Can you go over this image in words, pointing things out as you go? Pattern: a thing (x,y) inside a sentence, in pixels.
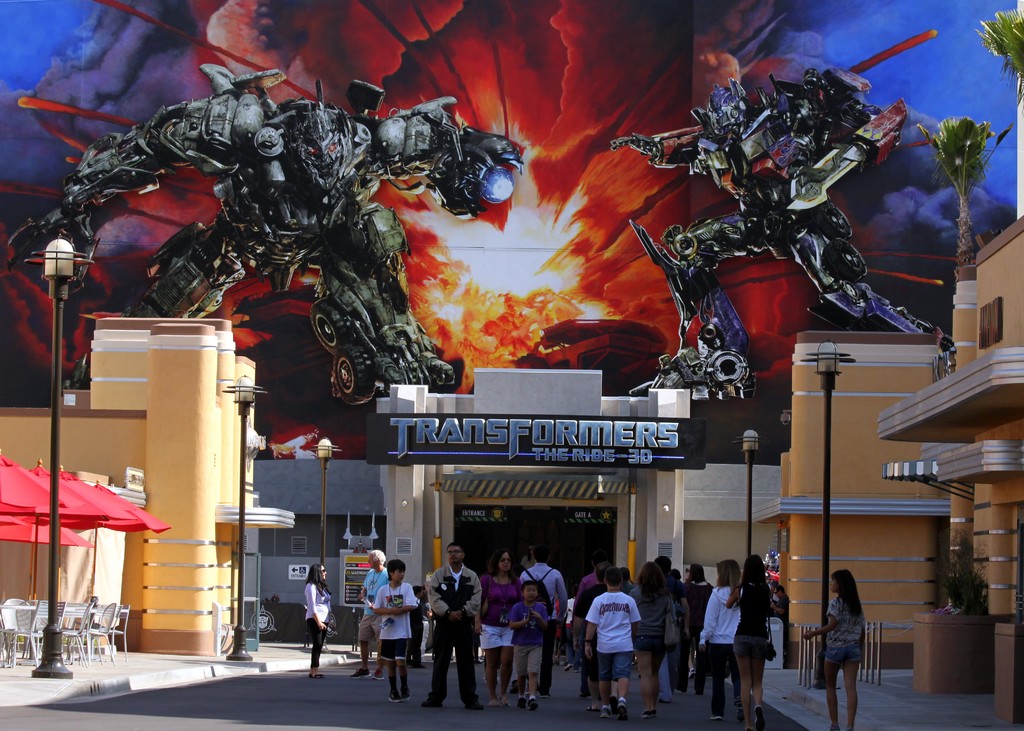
In this image there is a road (516,696). There are people (539,607). There is a building (805,593) on the right side (888,459). There are trees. There are street lights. There are pillar (182,536) and wall (139,576) on the left side (164,507). There are tents (107,527) and chairs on the left side (84,644). There is a building (462,367) with animated pictures (653,176) in the background (470,316). There is a board (556,433) with text (556,433).
